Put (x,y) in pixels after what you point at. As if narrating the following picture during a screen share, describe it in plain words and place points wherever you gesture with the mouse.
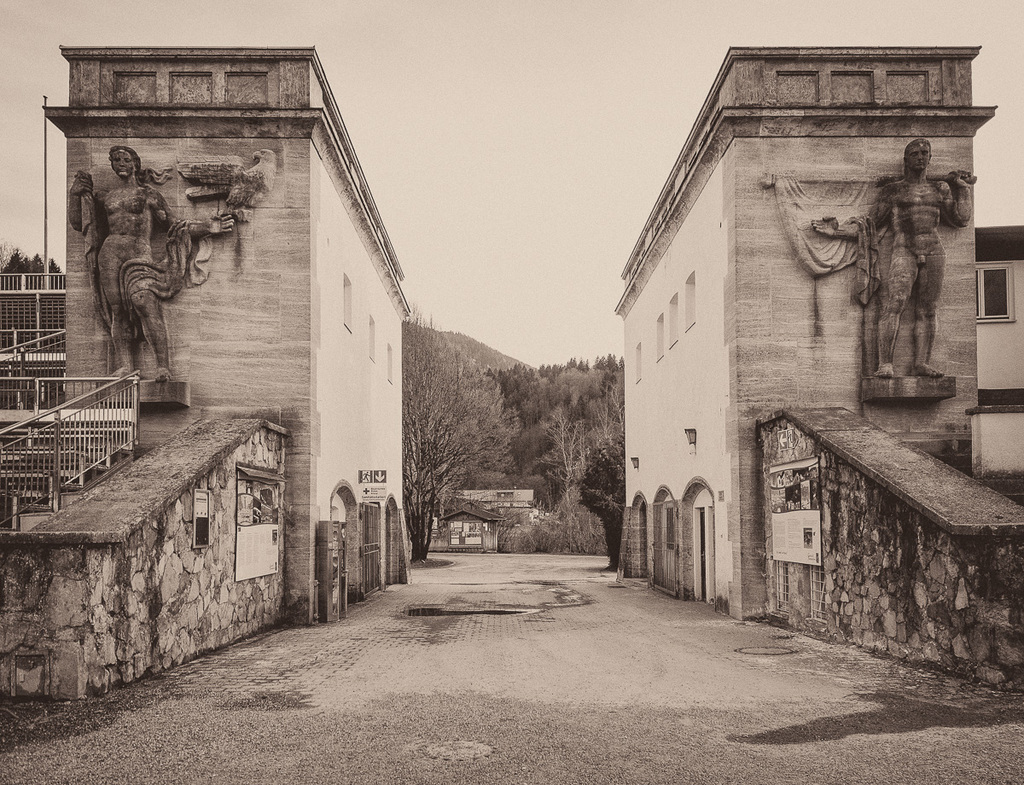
In this image I can see the black and white picture in which I can see the road (504,622), two buildings (345,398) on both sides of the road (481,584), two statues (166,356) of persons (151,218) standing, the railing (13,288), few windows (661,326) of the building (681,310) and in the background (594,382) I can see few trees (601,371), few buildings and the sky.
